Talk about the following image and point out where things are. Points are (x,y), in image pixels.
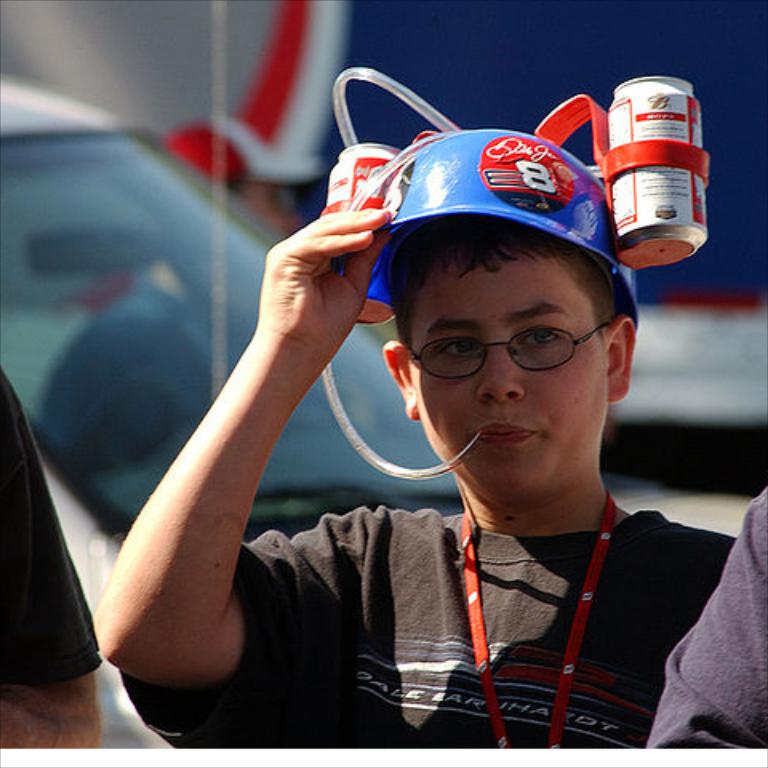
This picture shows a man (408,353) standing. He wore spectacles (465,367) on his face (462,334) and he wore a cap (460,211) on his head (434,336) and we see couple of cans (643,213) to the cap (431,168) and we see a pipe (344,119) in his mouth (508,440) and a tag (591,585) to his neck (591,493) and we see a car (85,202) on the back (174,293) and couple of them standing on the either side.
